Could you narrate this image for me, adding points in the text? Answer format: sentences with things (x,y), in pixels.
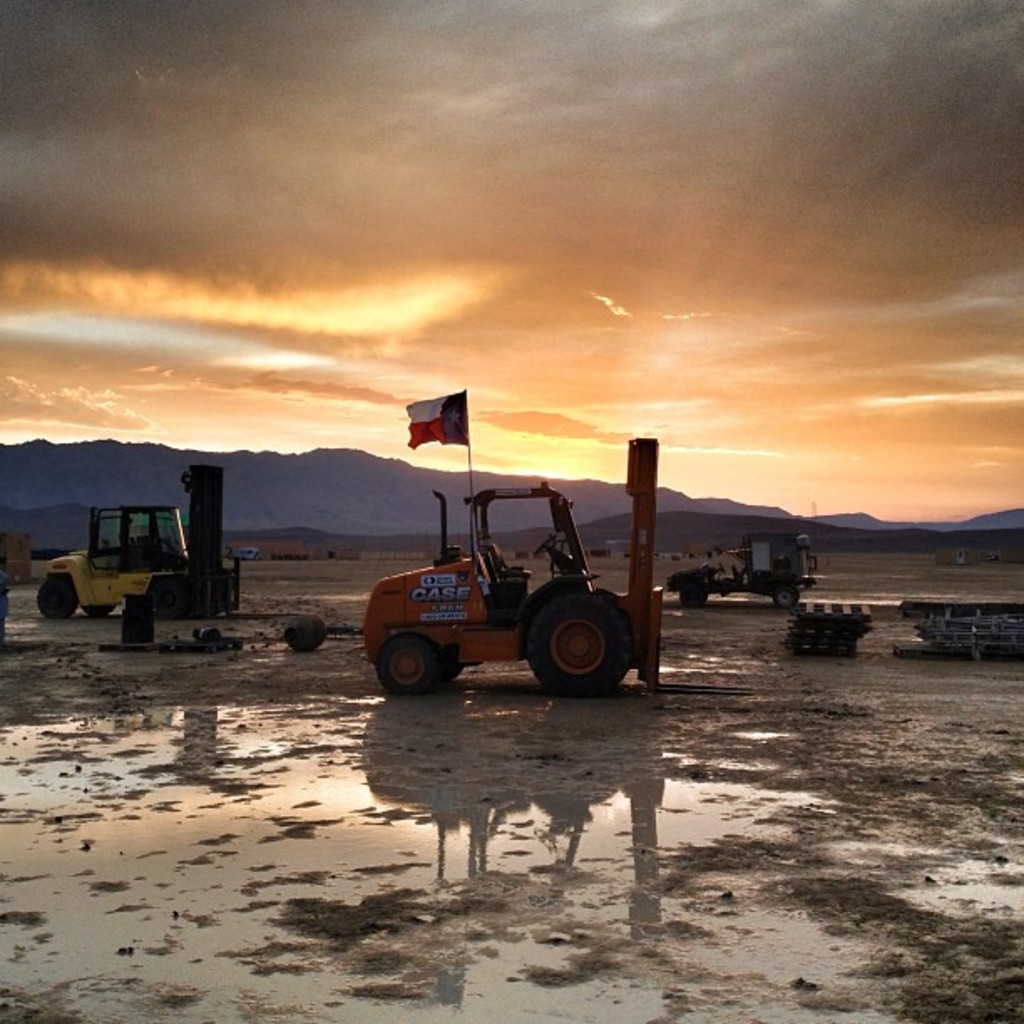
In this image there are few vehicles (699,580) to one of the vehicle (369,650) there is a flag (452,427) attached, the ground (609,782) looks wet, behind there are mountains (374,510) and the sky (921,383) is in orange color.
